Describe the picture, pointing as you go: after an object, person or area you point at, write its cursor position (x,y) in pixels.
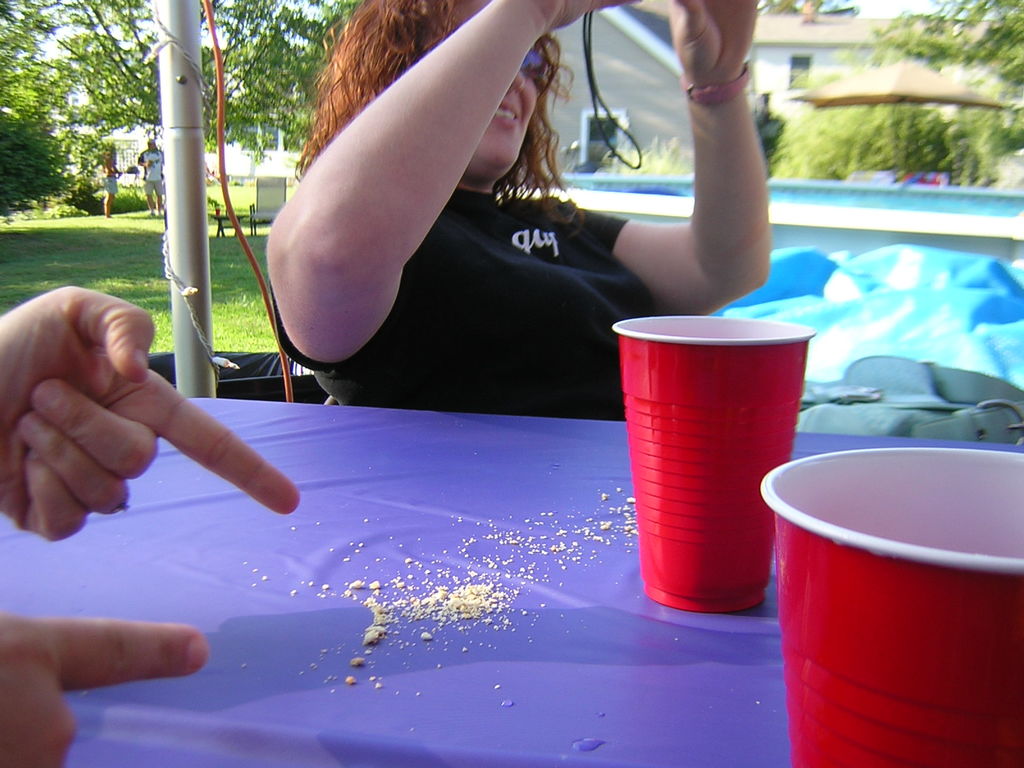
In this picture we can see few people (319,341), on the right side of the image (769,451) we can see two cups (815,537) on the table (641,635), beside the table (331,622) we can find a metal rod (202,289), in the background (231,317) we can see few trees (298,76), grass (233,315), a chair (267,213) and a house (624,115).
